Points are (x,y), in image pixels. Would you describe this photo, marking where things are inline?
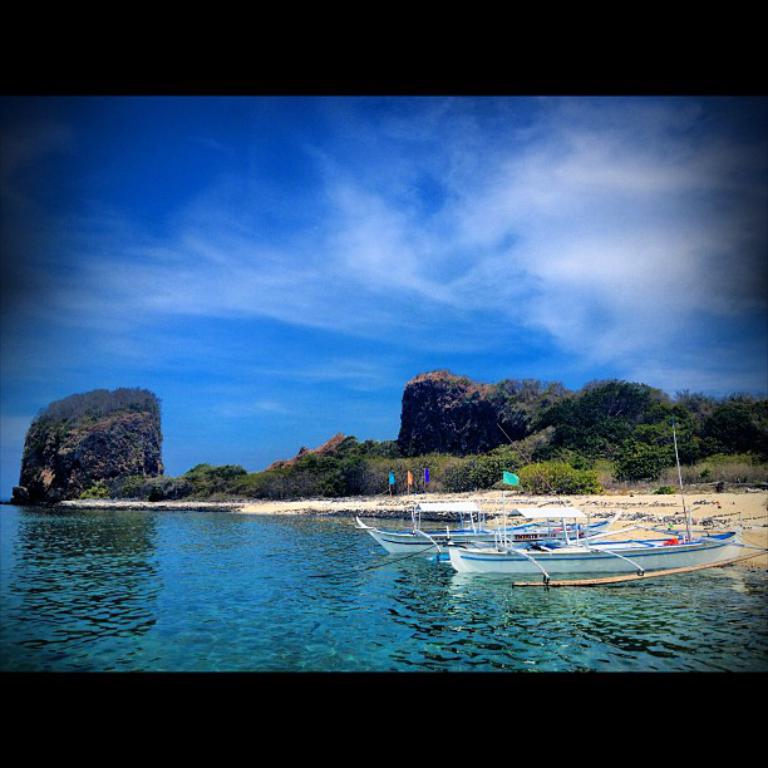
There are white color boats (518,544) parked in the water (540,595). Beside these boats (700,540), there is a sand surface (673,525). In the background (734,434), there are trees (239,470) on the mountains (454,406) and there are clouds (350,222) in the blue sky (187,165).
